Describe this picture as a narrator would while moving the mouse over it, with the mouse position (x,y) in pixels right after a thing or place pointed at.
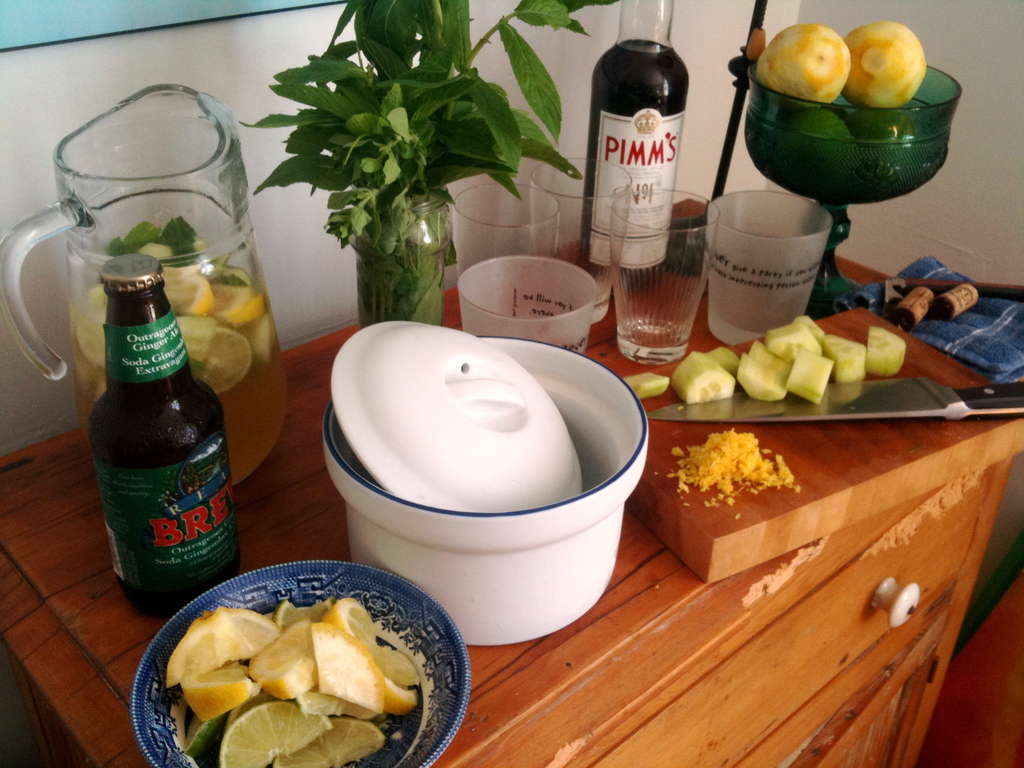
In this picture we can see a chopping board (775,469), some glasses (637,260), bottles (663,160), a plate (432,638), a jar (228,419), a flower vase (413,264) in the front (834,431), we can see a knife (910,404) and pieces of cucumber (795,390) present on the chopping board (805,452), at the bottom (915,726) there are drawers (802,670), we can see pieces of lemon and lime (261,713) in this plate (433,675), in the background (980,18) there is a wall (972,32), on the right side (986,334) we can see a cloth (990,347).
